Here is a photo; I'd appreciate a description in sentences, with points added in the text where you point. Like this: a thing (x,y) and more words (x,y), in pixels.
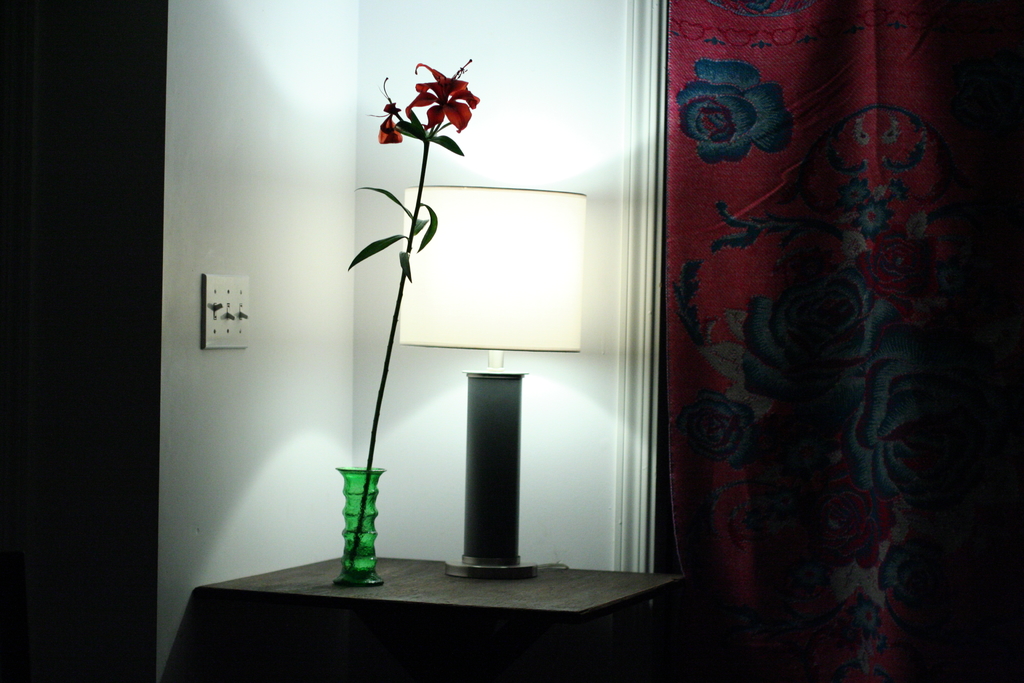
In this image there is a stand (383,597) and we can see a flower vase (349,575) and a lamp (468,541) placed on the stand (459,593). On the right (701,463) there is a curtain (710,343). In the background (492,85) we can see a wall (367,72).
